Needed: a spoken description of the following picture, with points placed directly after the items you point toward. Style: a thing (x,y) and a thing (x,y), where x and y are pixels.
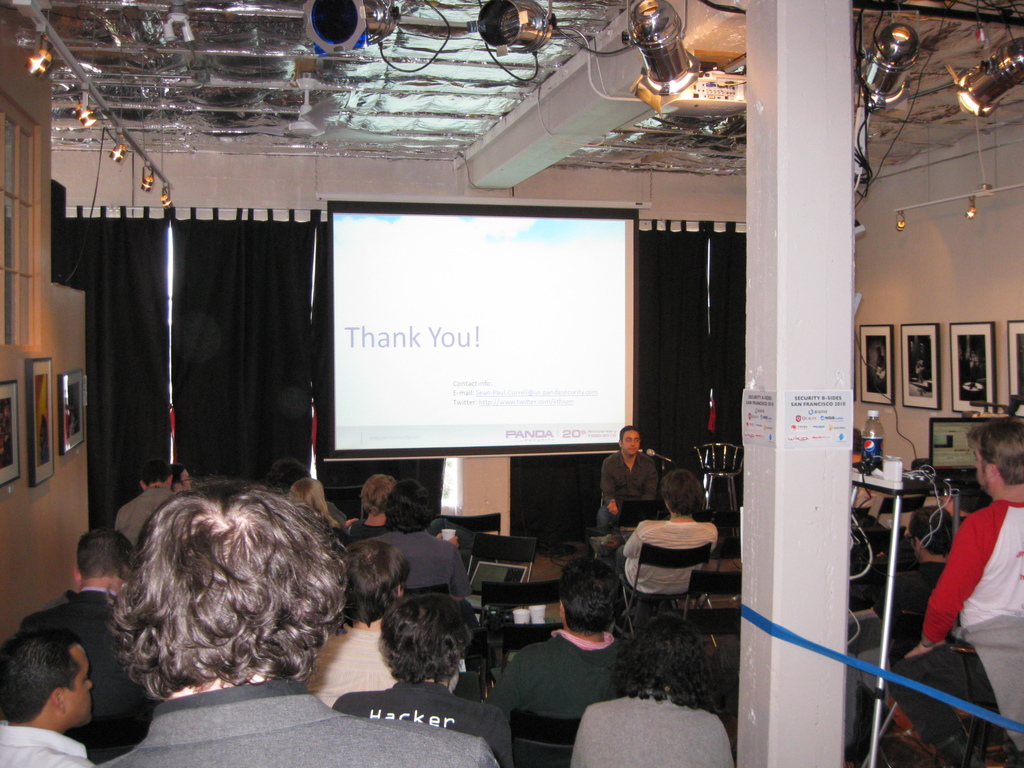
In this picture I can see group of people (325,665) sitting on the chairs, there is a person (1001,571) standing, there are laptops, there is a bottle (871,440), cables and some other objects (893,470) on the table (911,492), there are focus lights (674,48), iron rods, there is a projector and a screen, and there are frames (39,370) attached to the wall (30,608).
